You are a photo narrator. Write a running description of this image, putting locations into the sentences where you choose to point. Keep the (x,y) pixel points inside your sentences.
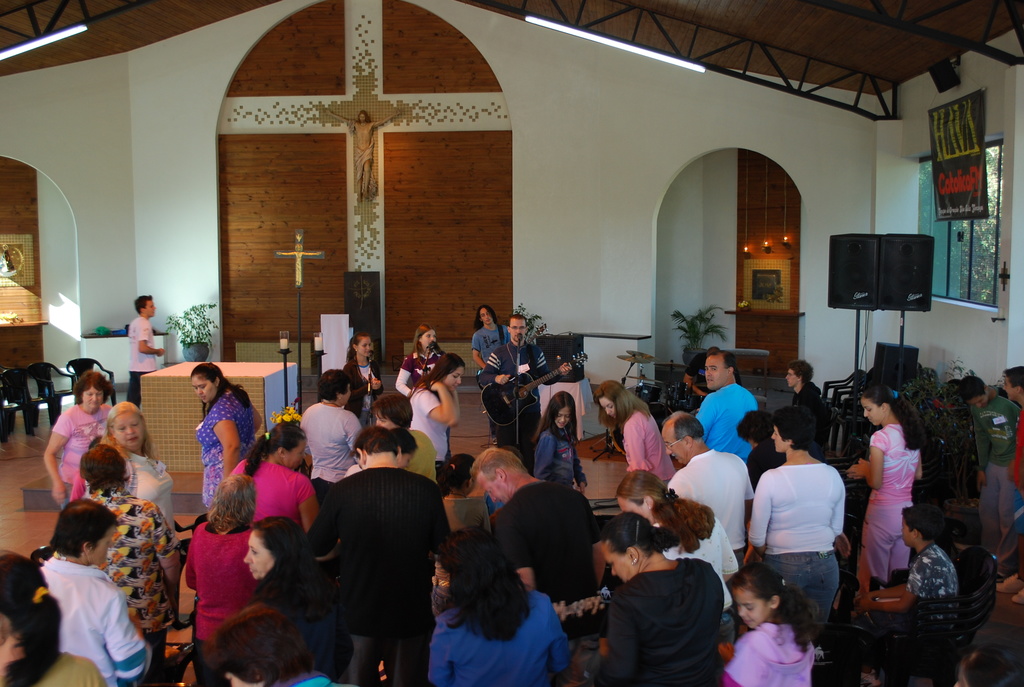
In this image I can see group of people (1018,420) standing and I can also see the person (529,433) playing the musical instrument (530,385) and I can see few microphones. In the background (979,255) I can see the cross symbol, few plants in green color, glass windows (959,251), lights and I can also see the statue (375,122).
